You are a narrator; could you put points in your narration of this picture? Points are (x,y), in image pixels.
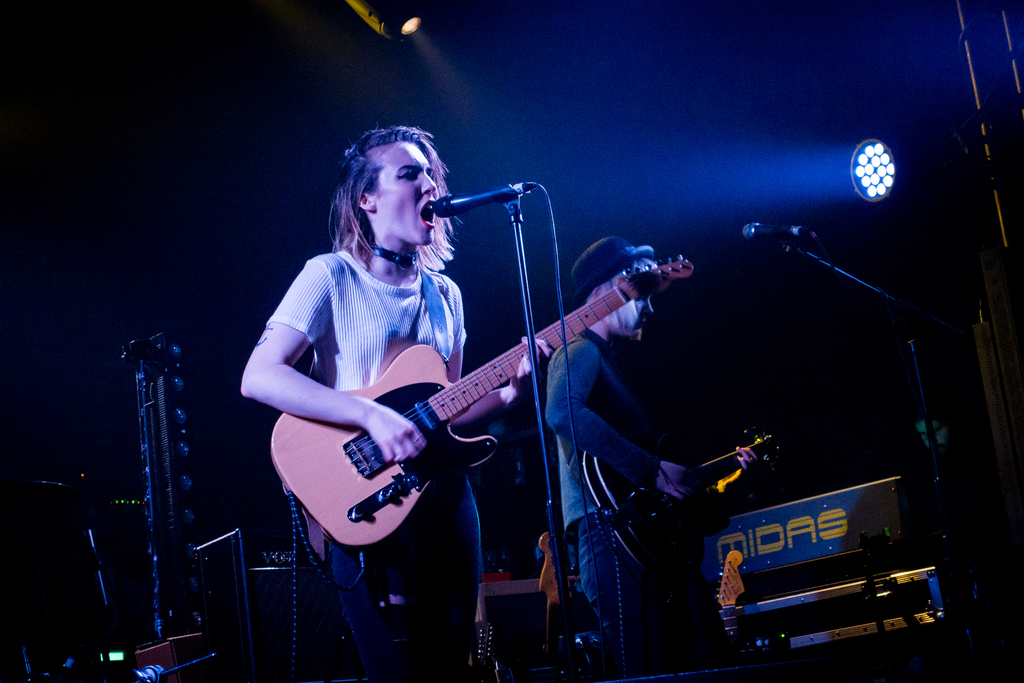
There is a girl (302,339) holding a guitar (501,374) and standing in front of a mic (462,209) in the foreground area of the image (406,266), there is another boy (590,368) holding a guitar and standing in front of a mic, there are spotlights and the background (207,208) is black.
